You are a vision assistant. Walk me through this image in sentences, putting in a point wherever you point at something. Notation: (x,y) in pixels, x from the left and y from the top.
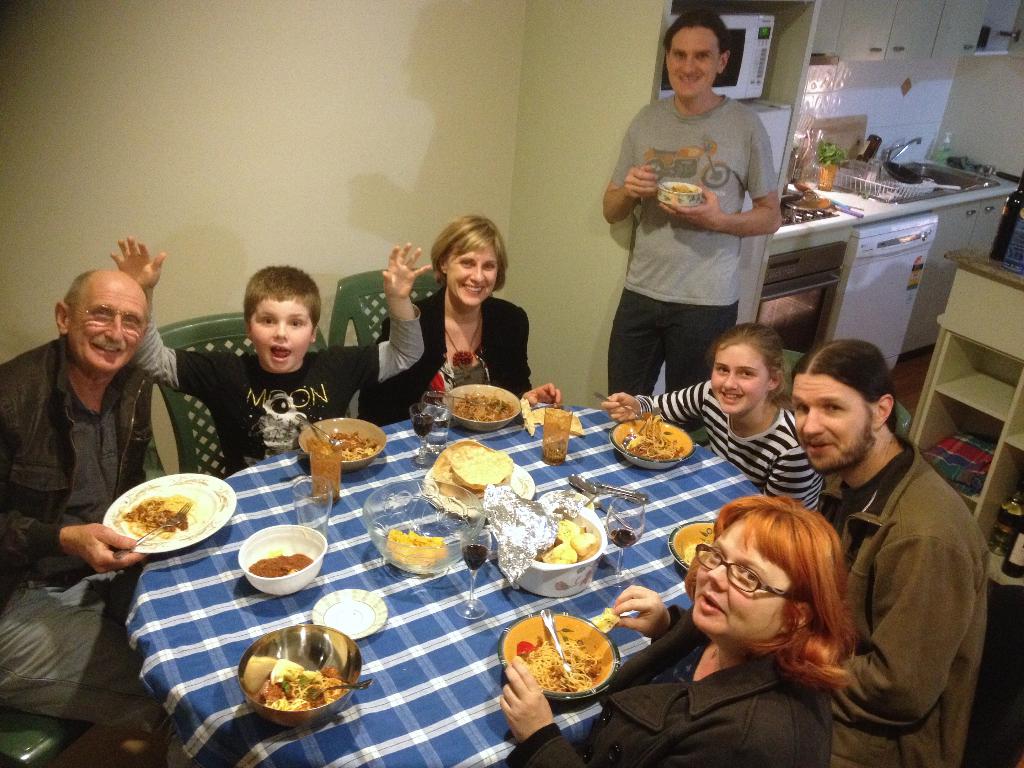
There are some people (451,339) sitting in the chairs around the table (470,646) on which some food items (536,655) were placed. In the plates (168,489) and bowls (298,550) there are some glasses (484,560) and spoons (624,486). Around the table (637,480) there are men (83,379), women (459,319) and children (318,376) were there. One of the guy (663,217) is standing here. In the background (943,274) there is a kitchen (833,181).
